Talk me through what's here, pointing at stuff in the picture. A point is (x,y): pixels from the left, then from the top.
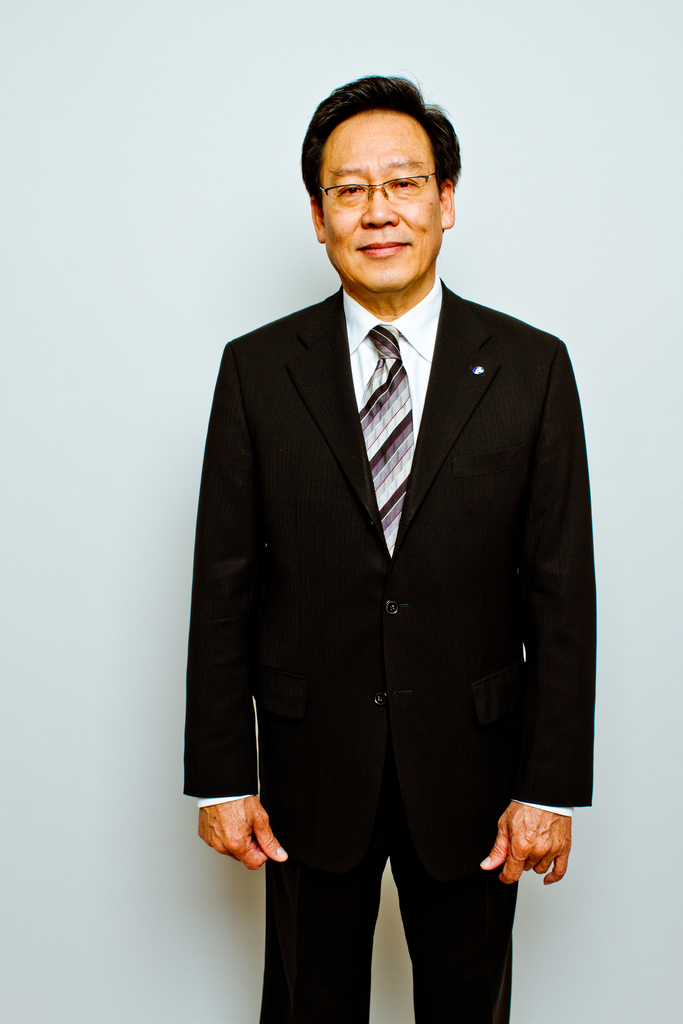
In front of the image there is a person (379,592) having a smile (408,242) on his face (384,174). Behind him there is a wall (146,267).
